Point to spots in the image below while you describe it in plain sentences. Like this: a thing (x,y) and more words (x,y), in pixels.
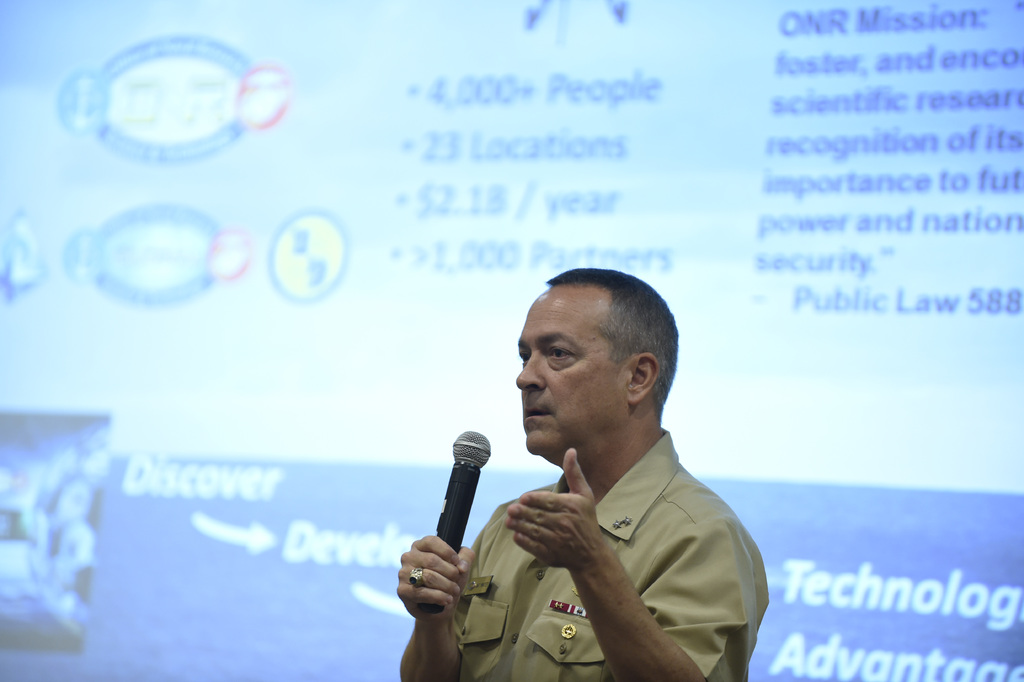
In this image there is a person (505,522) holding a mic (458,482) is speaking, behind him there is a screen (308,284).
